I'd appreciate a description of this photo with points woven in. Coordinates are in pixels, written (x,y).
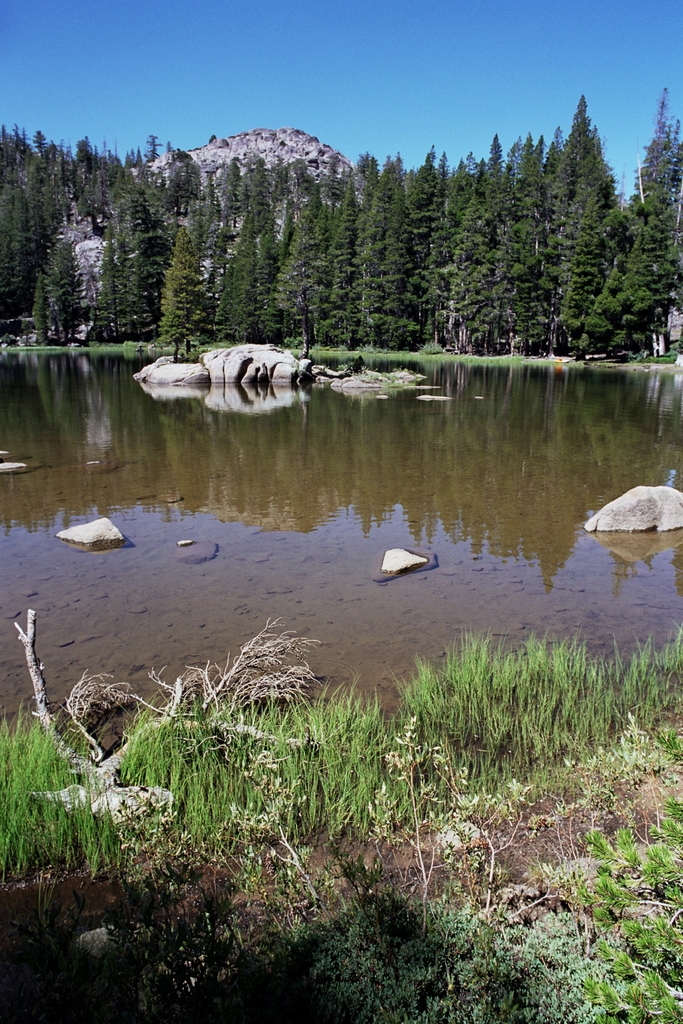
In this image, we can see some water (379,389). We can see some grass (11,847), plants (330,959). There are a few hills (215,179), trees (40,261). We can also see some rocks (225,366) on water (12,386).
